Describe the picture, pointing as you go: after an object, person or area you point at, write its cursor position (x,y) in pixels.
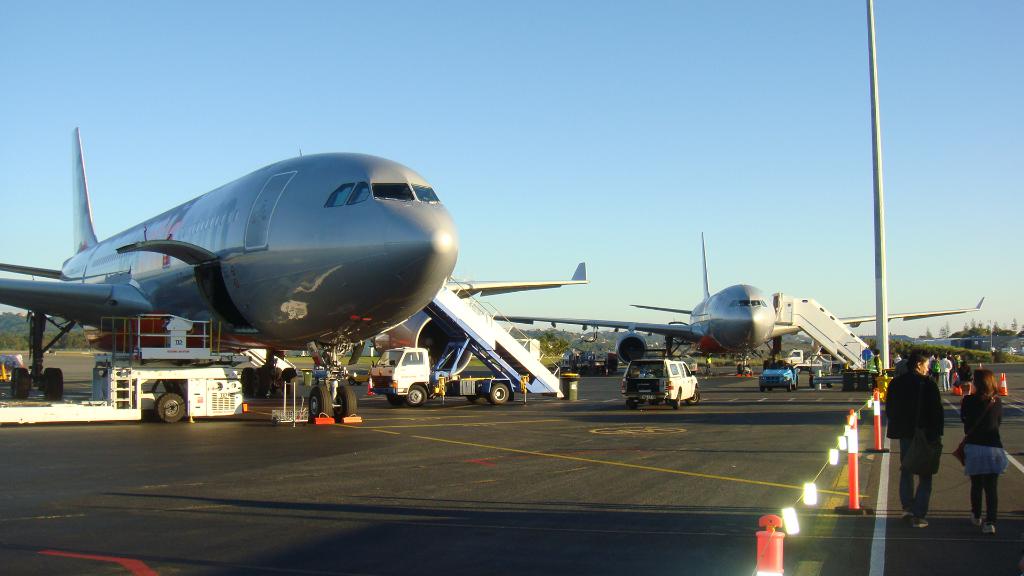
On the right side (974,399), there are two persons (935,414) walking on the road (942,535) near orange color poles (856,478) which are connected with thread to which there are lights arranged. In the background (759,320), there are aircraft (155,238) on the runway (778,513) on which, there are vehicles (450,375), there are trees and there is blue sky (534,128).
